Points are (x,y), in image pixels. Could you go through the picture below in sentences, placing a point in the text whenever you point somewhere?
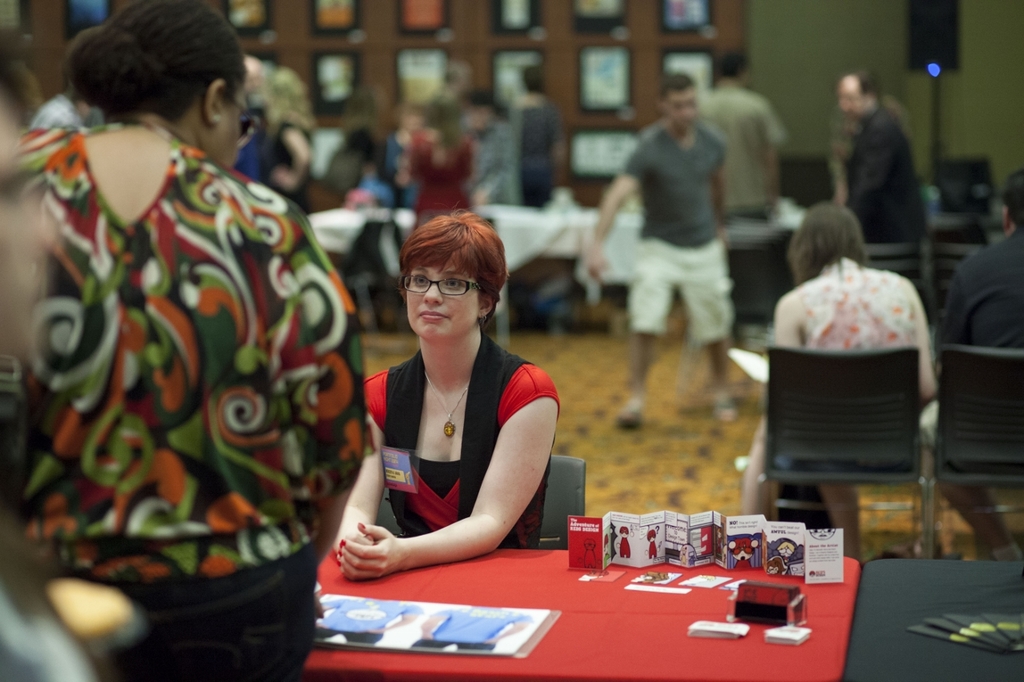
The women (404,295) wearing red and black dress (513,403) is sitting in front of a table (519,580) which has red cloth (531,606) on it and there are some objects (585,574) on the table (542,606) and there is a person (233,268) standing in front of her and there are group of people (435,184) behind her.
